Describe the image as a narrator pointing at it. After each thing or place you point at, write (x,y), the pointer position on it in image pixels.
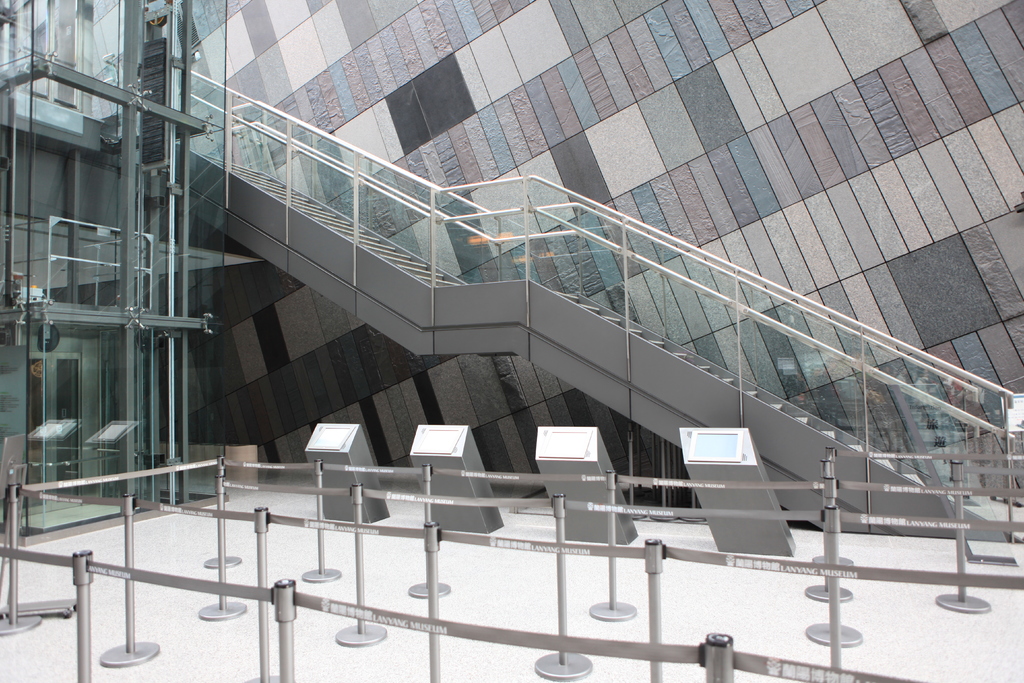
In the foreground of this image (395,511), there are safety poles (424,593). In the background (318,244), there is staircase (508,325). Behind staircase (584,220) there is a wall (714,133). On left (81,303), there is a glass wall (72,325).
